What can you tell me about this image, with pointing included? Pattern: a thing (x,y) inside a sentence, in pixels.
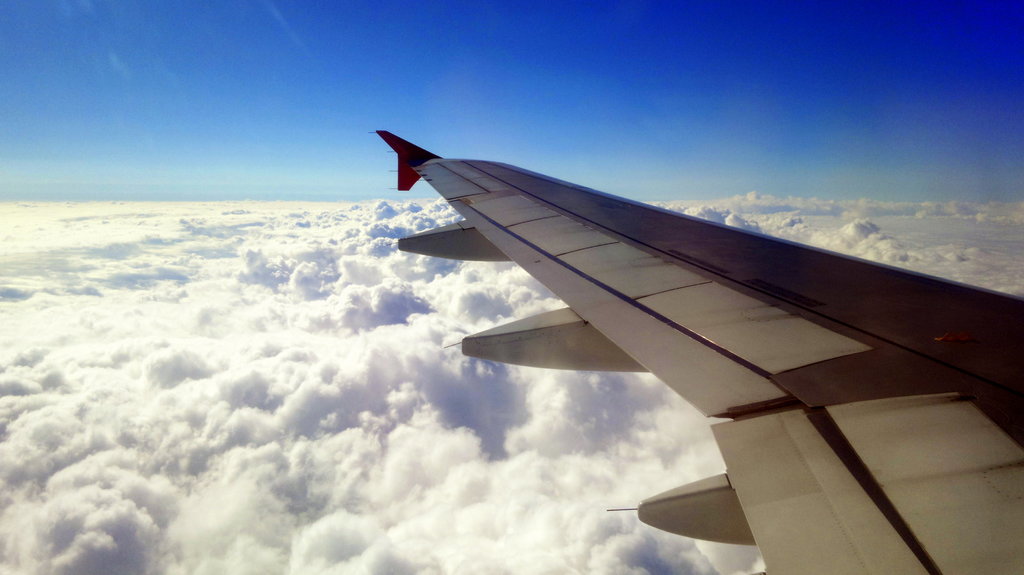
On the right side (692,236) there is a wing (767,402) of a flight (679,363). Near to that there are clouds (208,305) and sky (426,28).
